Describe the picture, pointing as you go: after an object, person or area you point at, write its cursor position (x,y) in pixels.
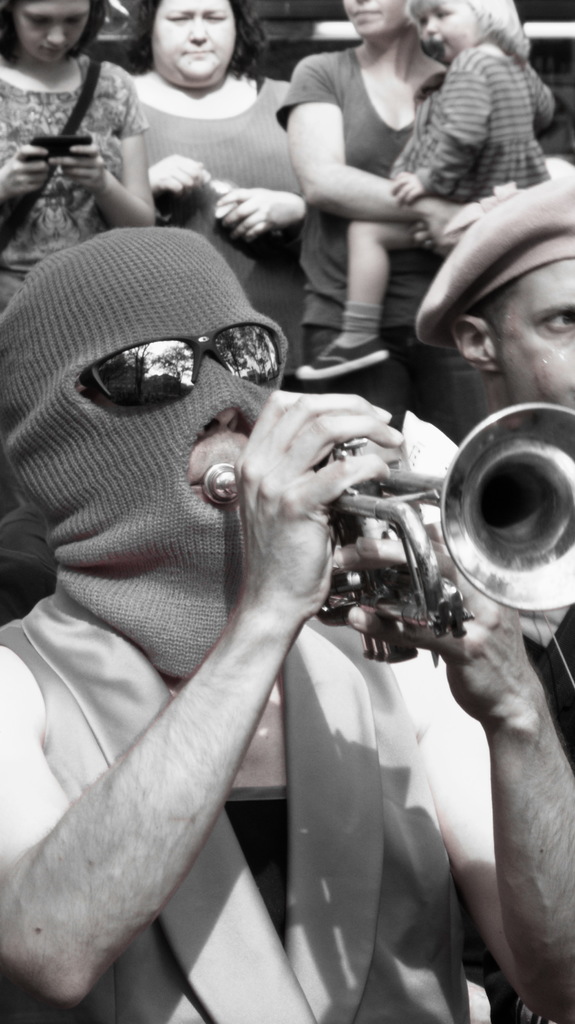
This picture is in black and white. The man (276,681) in front of the picture wearing goggles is holding a trumpet (519,515) in his hand (283,451). He is playing the trumpet (539,584). Behind him, we see people (269,206) standing. On the left side (95,104), we see the woman (85,187) who is wearing black bag (8,233) is holding a mobile phone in her hands (94,178).
